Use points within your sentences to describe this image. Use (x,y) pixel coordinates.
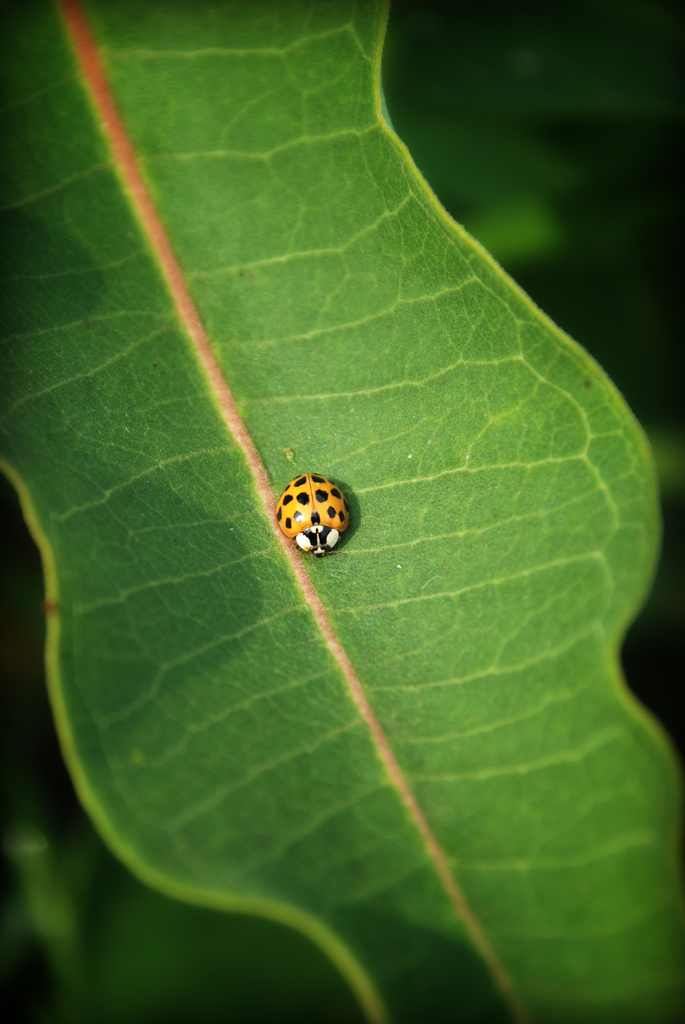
In this picture we can see yellow insect (319,491) sitting on the green leaf (402,553). Behind we can see the blur background.
